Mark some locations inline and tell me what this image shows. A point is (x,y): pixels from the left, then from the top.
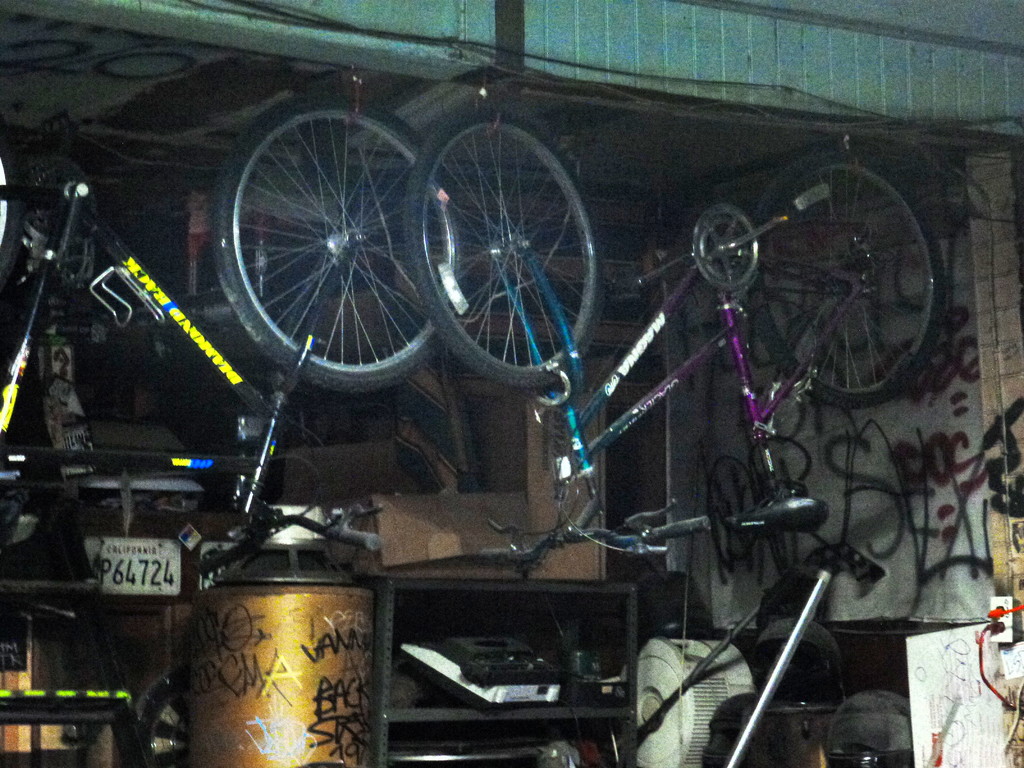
In this image I can see few bicycles (827,367). I can see few objects (775,647) on the floor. In front I can see black color rack (509,720).
